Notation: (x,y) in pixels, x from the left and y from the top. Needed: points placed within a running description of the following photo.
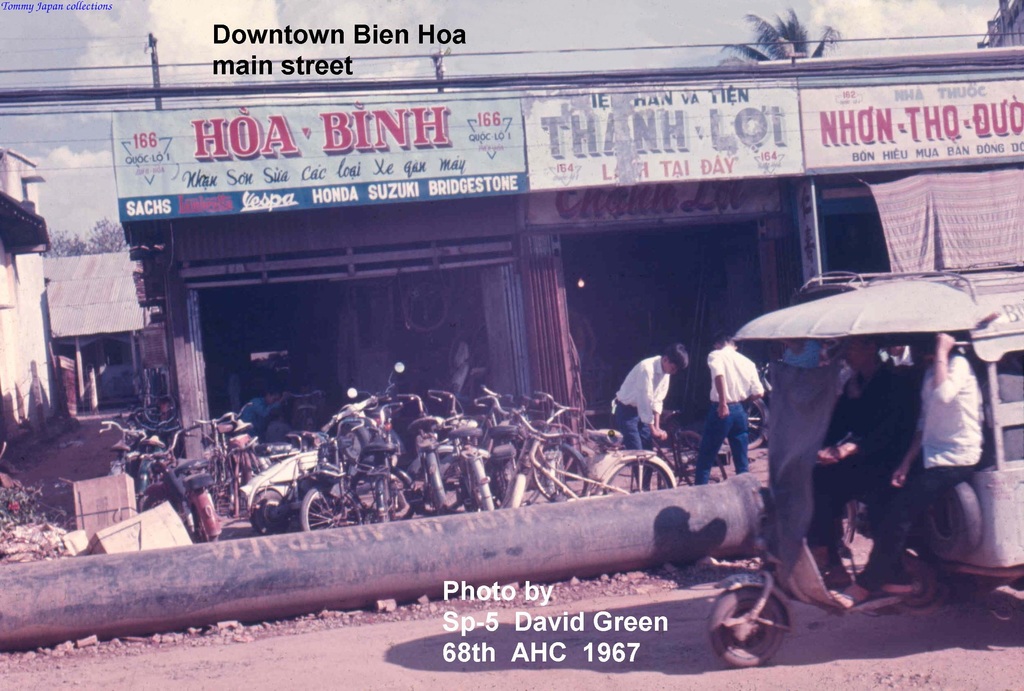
In the center of the image (374,456) we can see a group of cycles (397,459) placed on the ground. Two persons (645,411) are standing. To the right side of the image (830,474) we can see some persons (944,431) sitting in a vehicle (733,603). In the foreground (182,563) we can see a pipe (305,583). In the background (995,122), we can see a building (816,213) with some sign boards (502,171) and text (986,108) on them, a tree (795,42) and the sky (219,20).
